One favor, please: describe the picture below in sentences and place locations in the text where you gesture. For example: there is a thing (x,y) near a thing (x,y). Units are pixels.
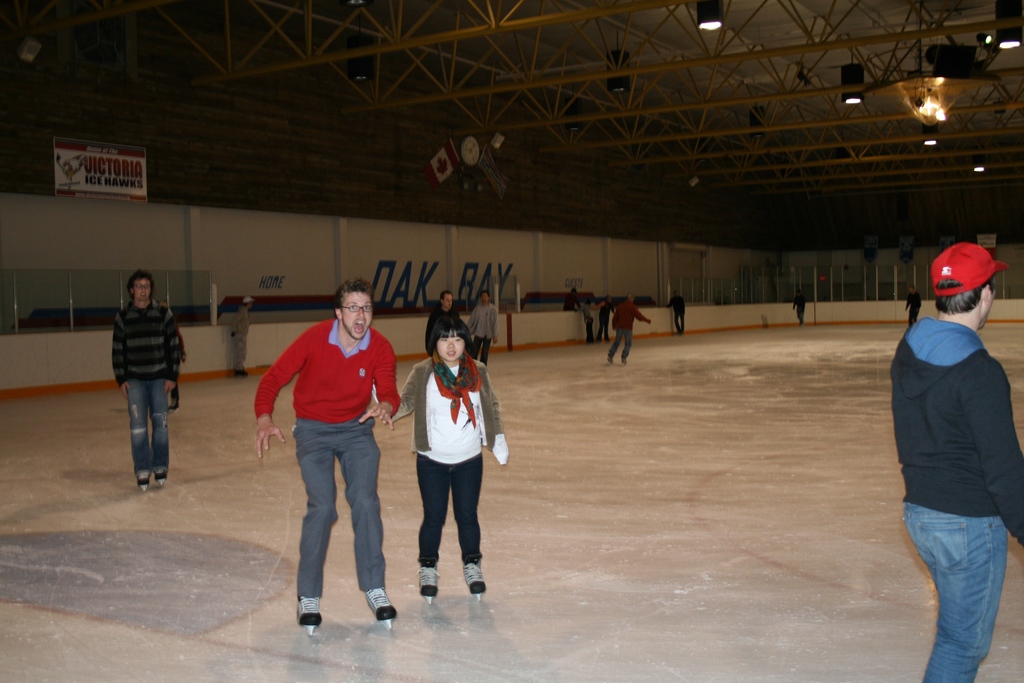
In this picture there are group of people (462,424) skating and the person (344,366) with red t-shirt (285,401) looks like shouting. At the back (397,251) there is text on the wall (433,259). At the top (104,149) there is a banner (70,176) and there is text (95,167) on the banner (89,176) and there are flags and lights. At the bottom (771,627) there is a floor (768,570). At the back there is a glass wall (1010,268).
